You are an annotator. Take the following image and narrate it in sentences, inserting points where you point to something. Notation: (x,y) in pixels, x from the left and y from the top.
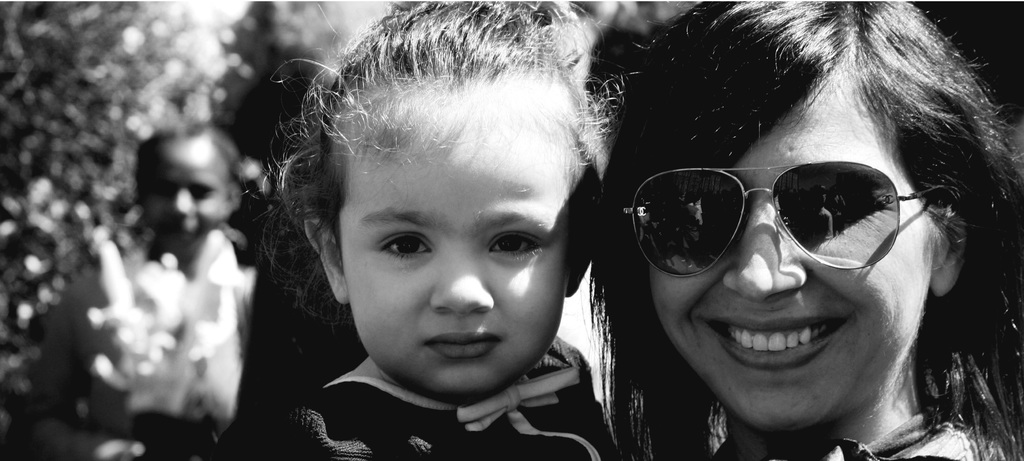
This is a black and white image. In this image we can see a group of people (392,261). On the backside (177,125) we can see some trees (202,81).
